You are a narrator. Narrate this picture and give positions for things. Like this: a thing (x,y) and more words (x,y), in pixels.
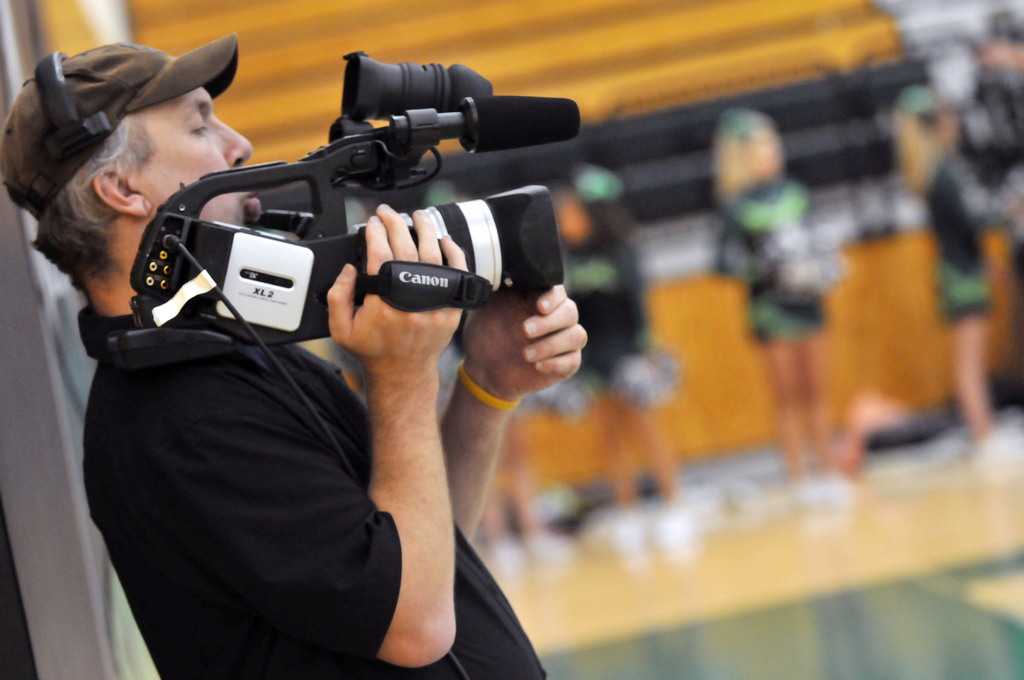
In this picture I can see a man (114,205) in front (158,86) who is holding a camera (270,258) in his hands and I see that he is wearing a cap (96,87) and in the background (750,180) I can see few people (734,263) who are standing and I see that it is blurry in the background (730,179).
